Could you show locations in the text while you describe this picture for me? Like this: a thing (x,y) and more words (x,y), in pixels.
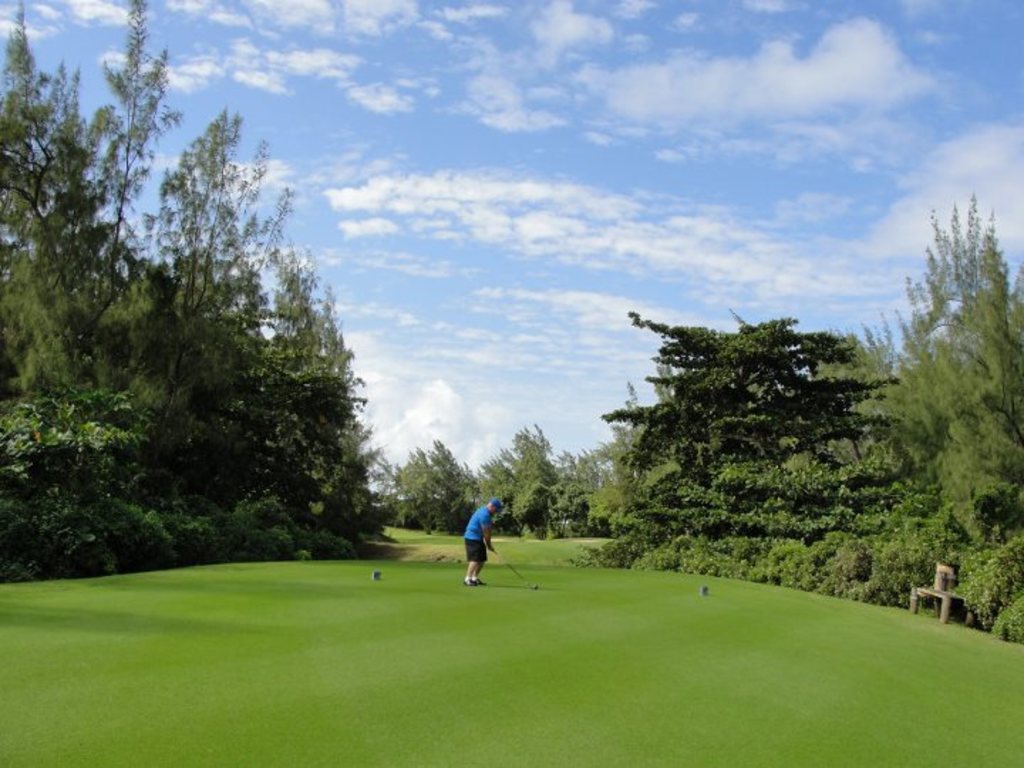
In this picture we can see the view of the golf club (510,697). In the front (485,525) we can see a man (467,550) wearing a blue t-shirt (474,536) and holding the golf stick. On the top (390,234) we can see the sky (435,252) and clouds (474,458).
